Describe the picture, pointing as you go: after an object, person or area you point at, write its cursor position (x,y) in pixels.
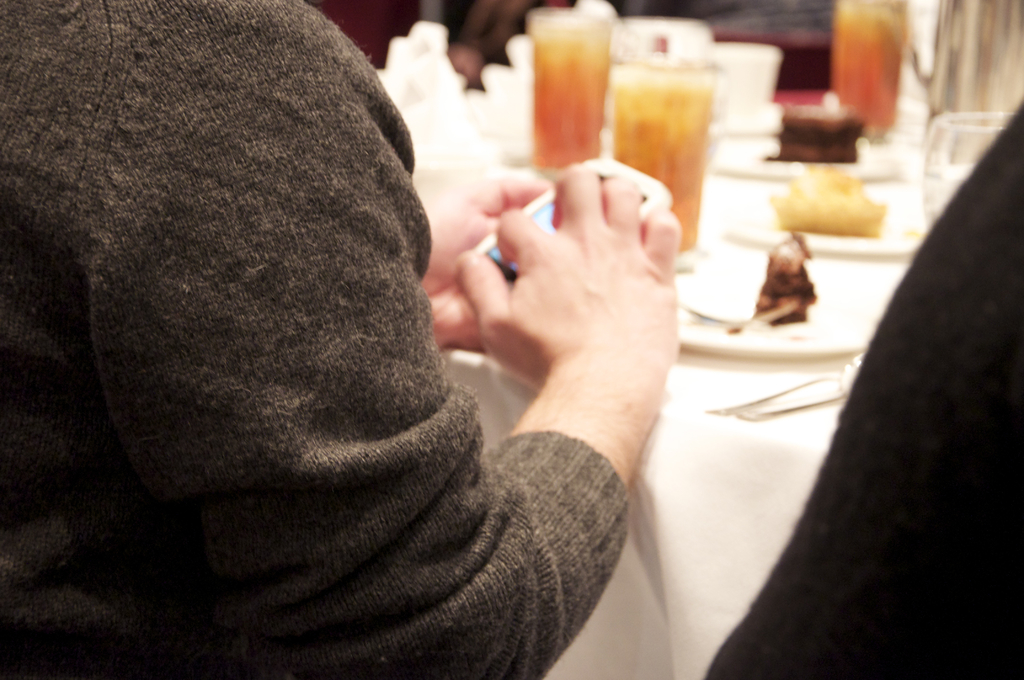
On the left side of this image (143,334) there is a person (167,479) holding a mobile (549,210) in the hands (595,191). In front of this person (287,161) there is a table (698,445) which is covered with a cloth (672,550). On the table (755,499), I can see few plates (716,287), glasses (628,110), food items (800,230) and some other objects (523,141). On the right side (920,371), I can see a black color object (942,509).
